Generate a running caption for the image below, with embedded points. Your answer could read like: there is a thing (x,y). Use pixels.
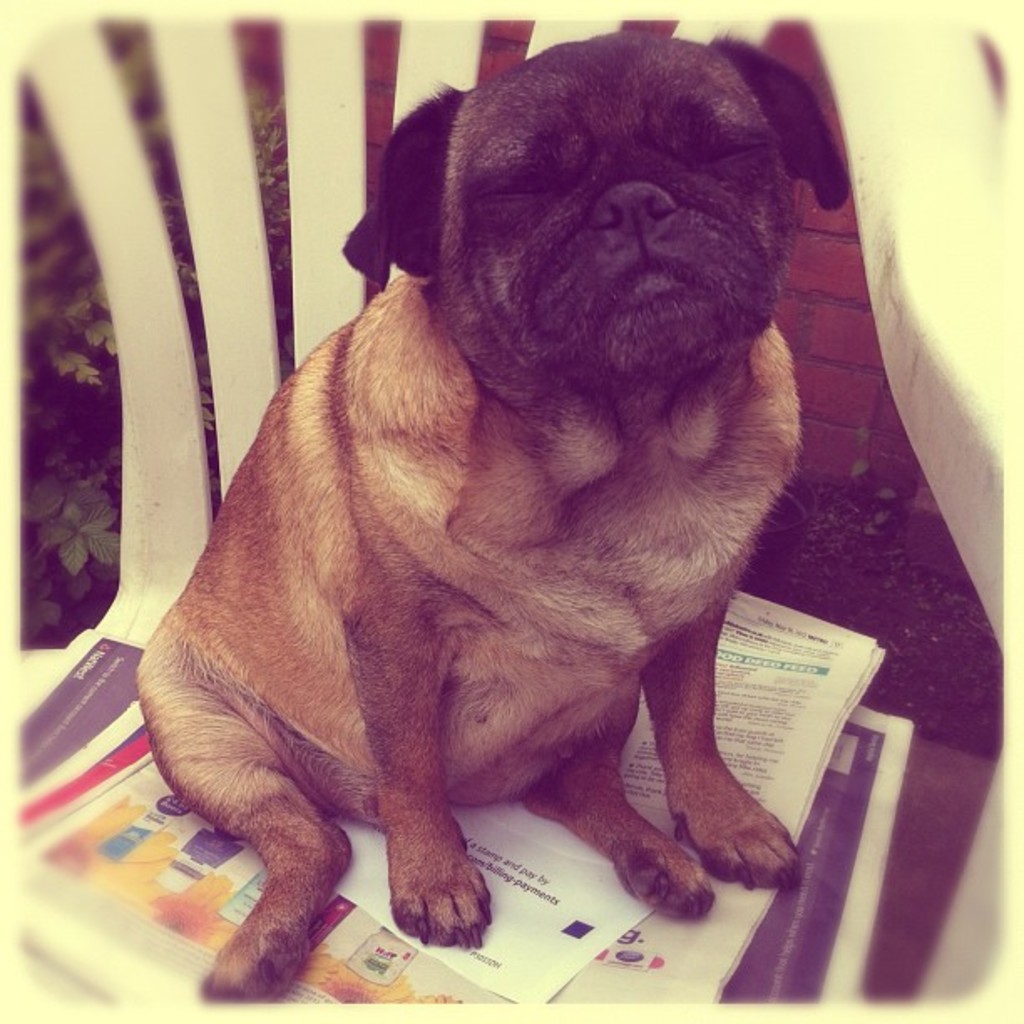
In the background (94,394) there is a plant (85,543) with leaves (81,524) and stems (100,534). There are a few little plants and there is a wall (829,296). In the middle of the image (355,385) there is a chair (235,169) with a few papers (123,728) on it and there is a dog (443,779) on the chair (336,207).
